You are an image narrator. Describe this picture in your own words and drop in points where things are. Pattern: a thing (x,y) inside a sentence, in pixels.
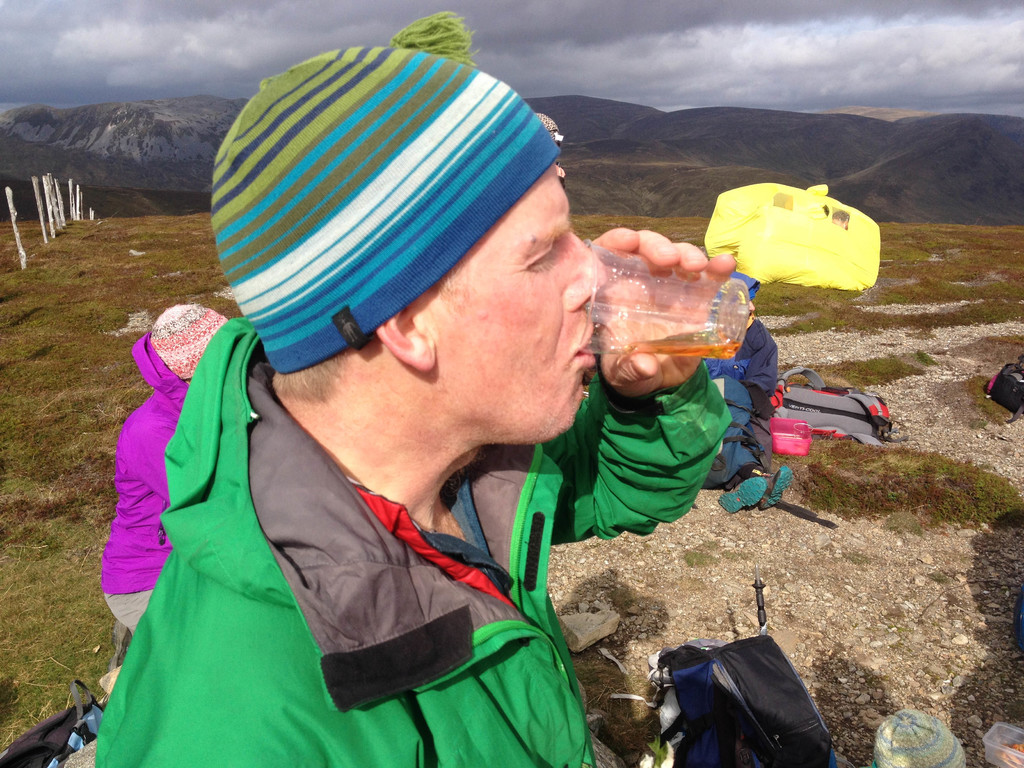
In this picture I can see there is a man (448,523) standing and drinking, there are a few people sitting on the floor (830,487). There is grass (98,267) on the floor (30,247) and there are mountains (146,203) in the backdrop (173,170) and the sky (833,29) is cloudy.
